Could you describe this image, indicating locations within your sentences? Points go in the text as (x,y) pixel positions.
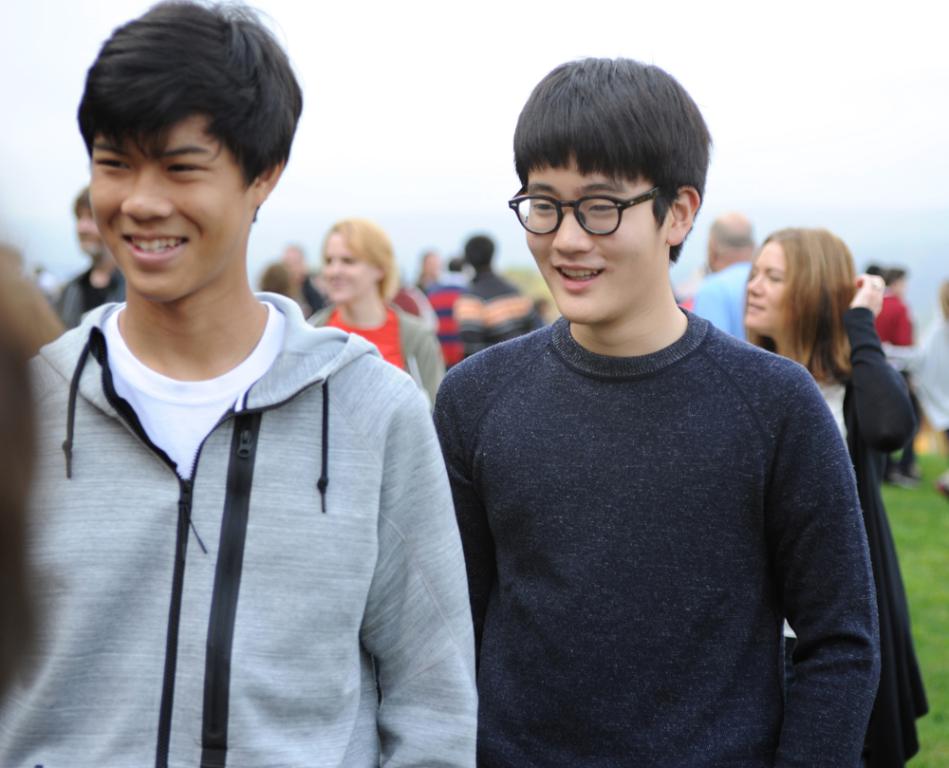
We can see people (543,413) and grass (913,530). Background (421,110) we can see sky (454,162).
